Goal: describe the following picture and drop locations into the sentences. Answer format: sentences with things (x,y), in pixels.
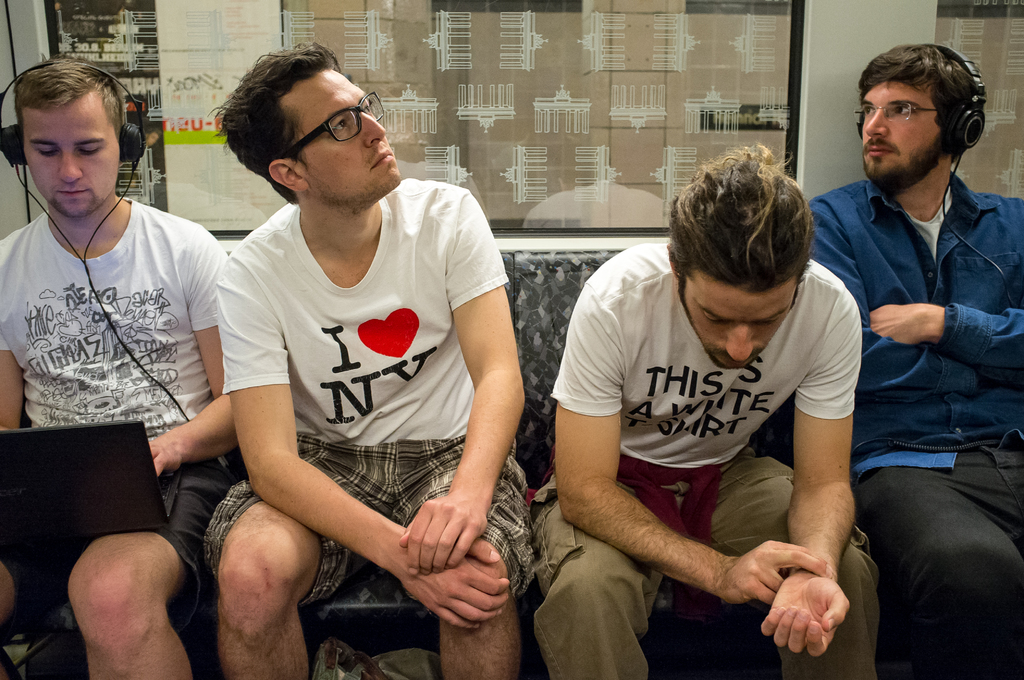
This picture is clicked inside. On the right (954,370) we can see the three people (756,408) sitting on the couch (547,339). On the left (102,213) there is a person (141,286) wearing white color t-shirt (105,256), headphones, sitting on the couch (540,319) and seems to be working on a laptop (81,465). In the background (244,15) we can see the text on the image.
